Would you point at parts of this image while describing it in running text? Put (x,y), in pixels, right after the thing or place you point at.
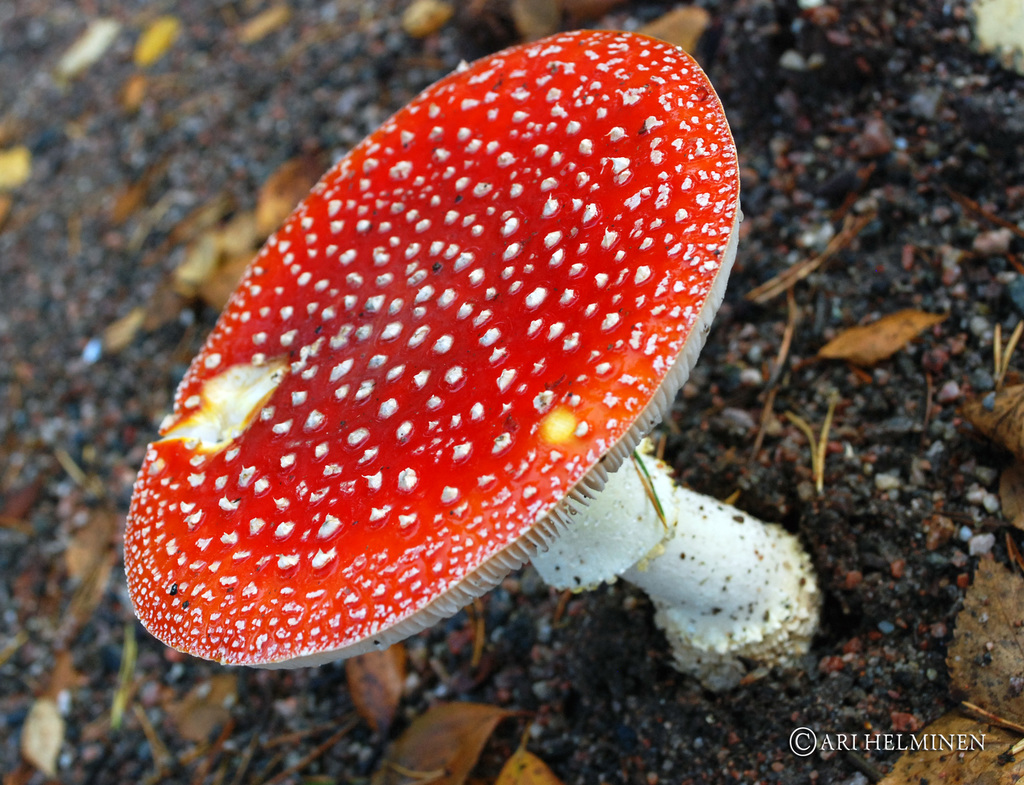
In this image we can see a mushroom (518,473). In the background (750,266) there is a ground (460,644) and we can see leaves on the ground (223,82).
